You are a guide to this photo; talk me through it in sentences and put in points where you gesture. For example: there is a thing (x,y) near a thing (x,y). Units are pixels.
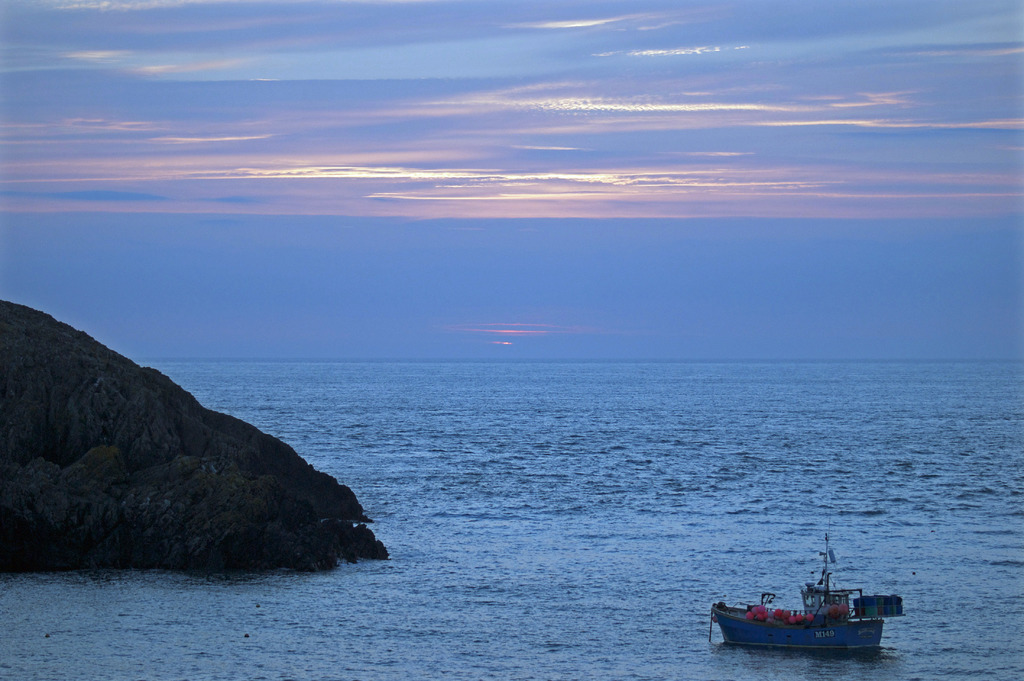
In this image I can see a ship (722,617) on the water (681,619), mountain (77,449) on the left (116,408). There is sky (473,154) at the top (479,164).
